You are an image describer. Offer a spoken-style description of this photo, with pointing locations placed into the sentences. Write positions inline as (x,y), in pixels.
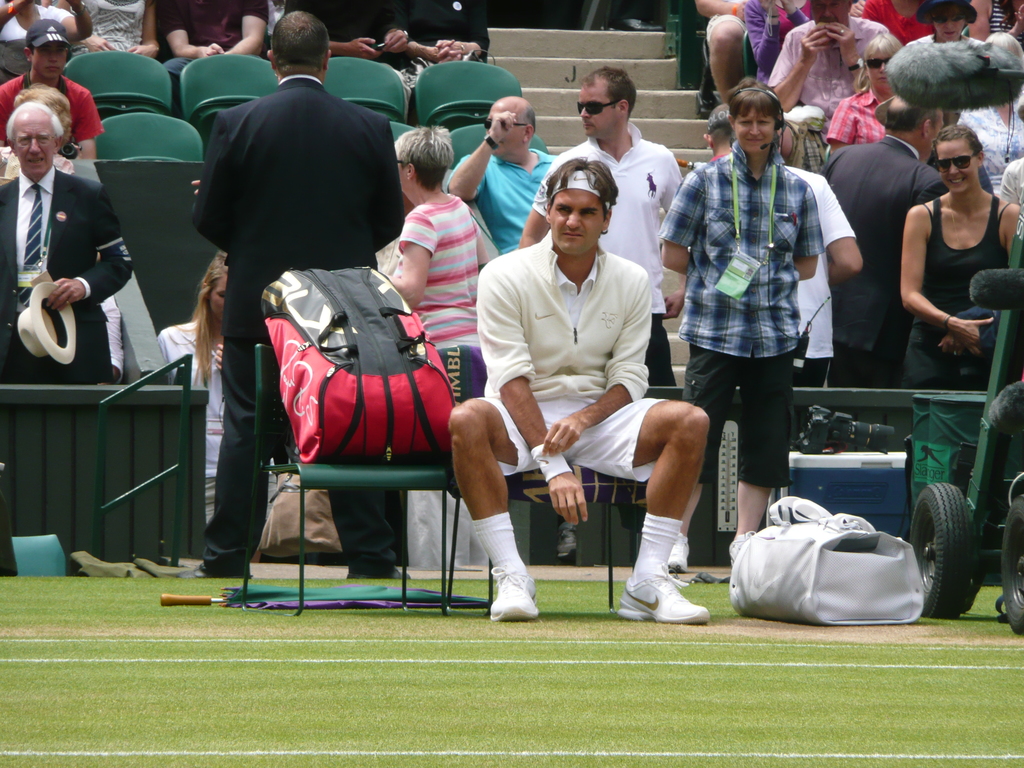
This is a picture taken in a tennis court (583,581). In this picture Federer (548,374) is seated in the chair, beside him there is a bag (338,325). In the background (847,2) there are people (583,113) seated in chair (429,104). In the background of the center there is staircase (653,127).
